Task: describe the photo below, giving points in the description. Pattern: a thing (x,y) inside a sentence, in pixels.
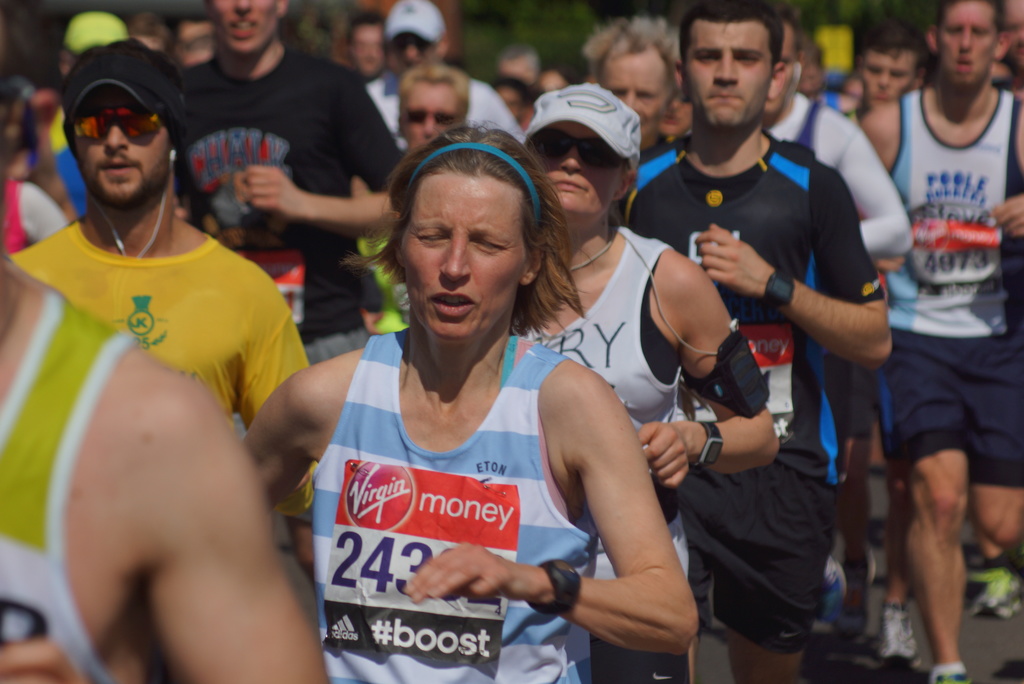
In this picture we can see a group of people (369,293) running on the road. Behind the people (467,193) there is the blurred background (537,16).
